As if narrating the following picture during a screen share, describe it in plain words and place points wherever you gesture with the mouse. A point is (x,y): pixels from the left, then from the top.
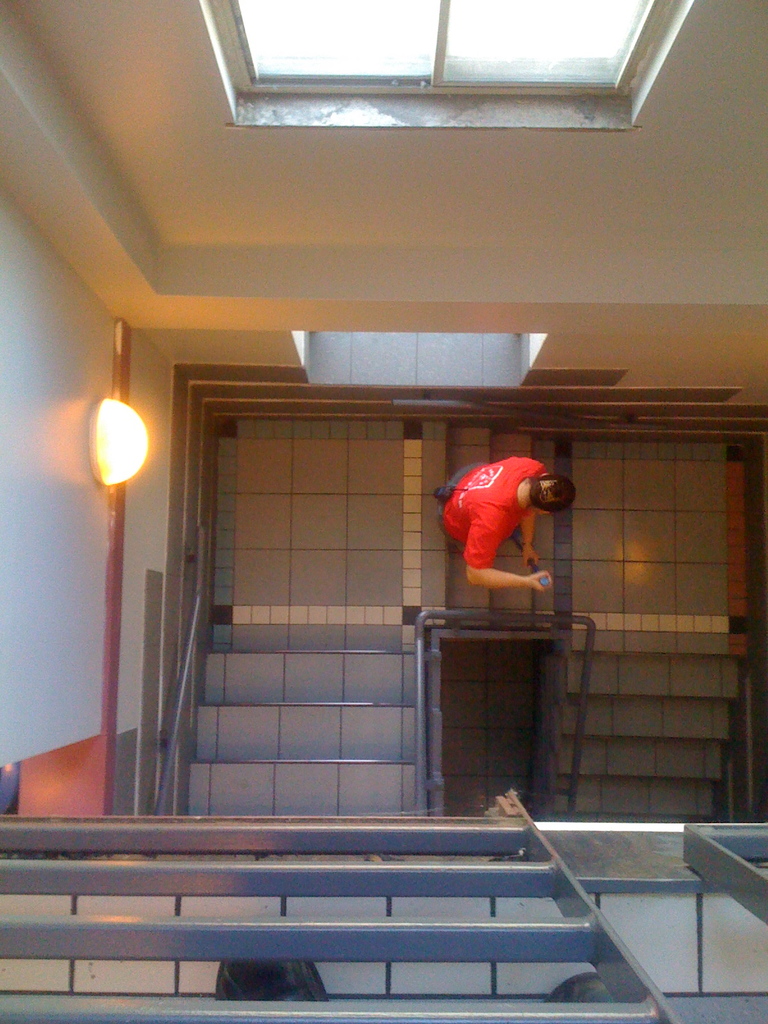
In this picture I can see a human (496,538) holding a stick (543,580) in his hands (525,555) and I can see stairs (390,698) and I can see a light (114,428) on the wall (65,435).
